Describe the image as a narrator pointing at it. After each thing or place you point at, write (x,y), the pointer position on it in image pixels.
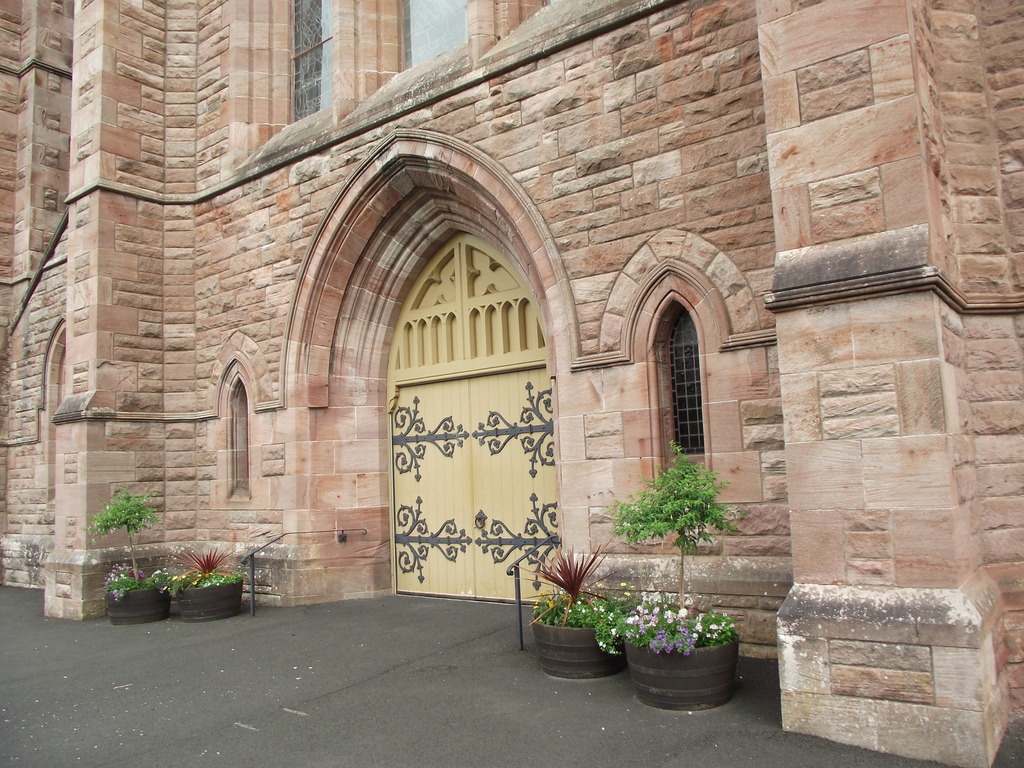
In the image we can see a building (698,134) and window (688,419) of a building (308,236). This is a plant pot (591,636), door (538,469) and a road (141,691).
